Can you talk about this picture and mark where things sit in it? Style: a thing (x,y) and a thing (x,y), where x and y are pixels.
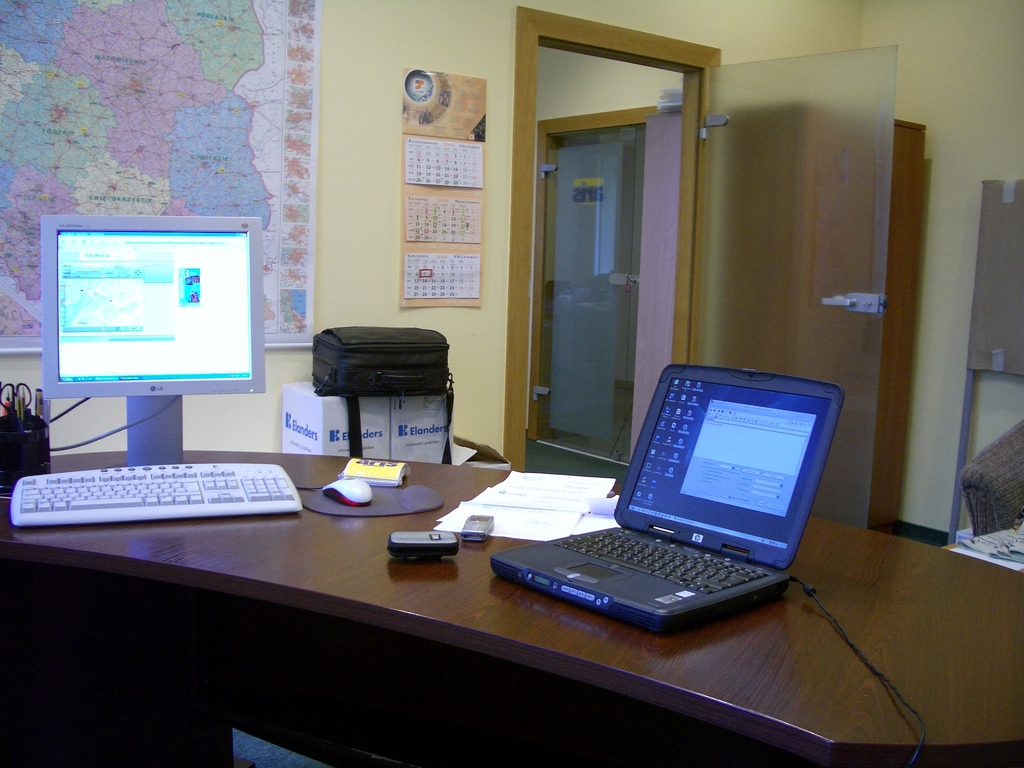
In this image there are systems (625,578) on top of the table (718,665) and at the background of the image (537,254) there is a door (746,227) and regional map (218,125).
